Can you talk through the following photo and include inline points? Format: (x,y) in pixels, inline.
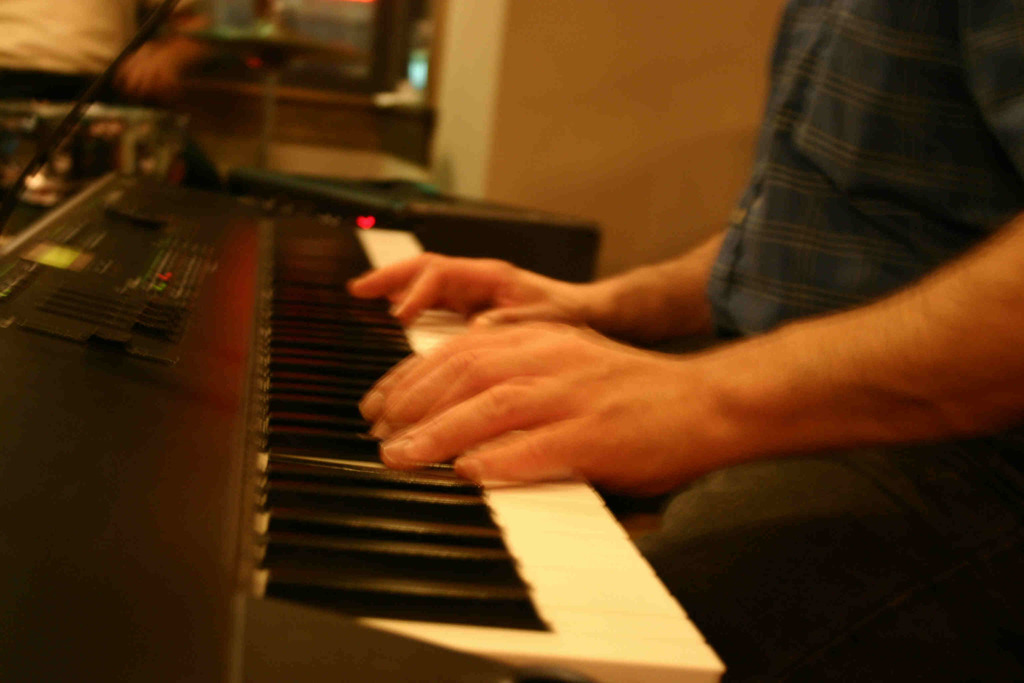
This picture shows a man (660,274) seated and playing piano (65,260) we see white and black keys (356,505) of the piano (331,287).
